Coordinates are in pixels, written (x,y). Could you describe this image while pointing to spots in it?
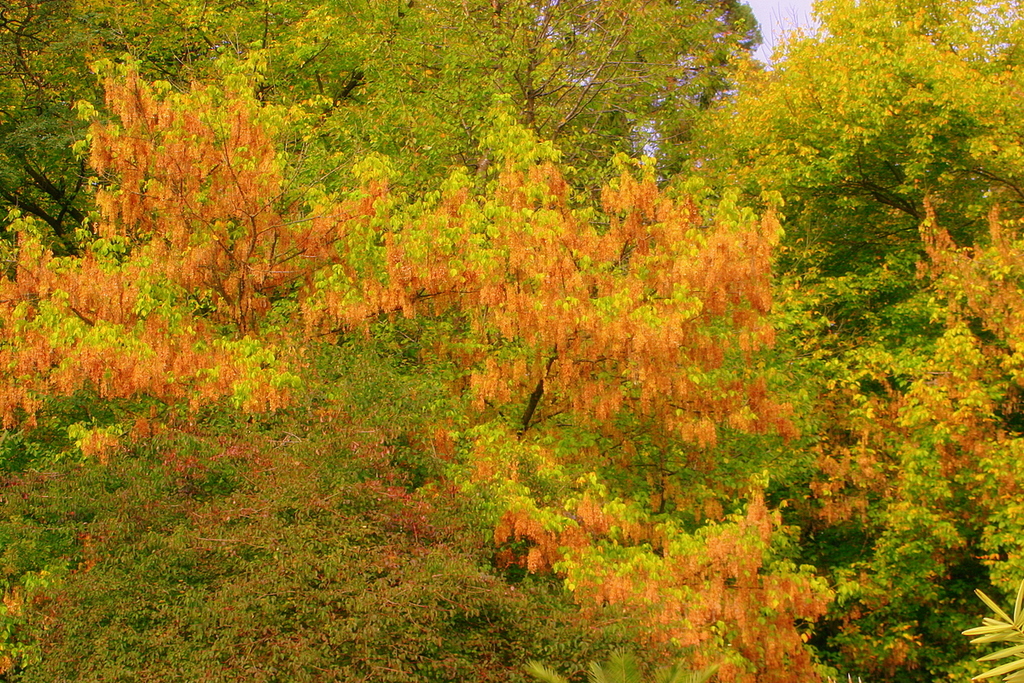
In this picture we can see few trees (771,310) and flowers (493,275).
